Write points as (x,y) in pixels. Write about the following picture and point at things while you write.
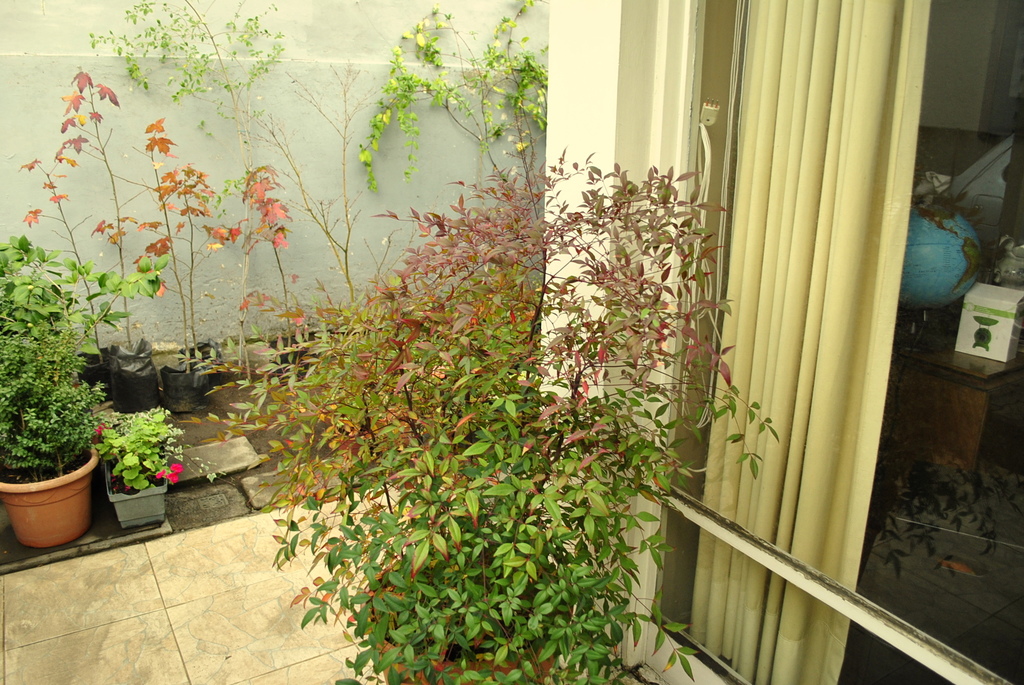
In this picture we can see a few flower pots (65,491), plants (305,467), a curtain (889,266), a globe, a box (992,340) and other objects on the wooden table (951,359). We can see other objects (1012,247).
